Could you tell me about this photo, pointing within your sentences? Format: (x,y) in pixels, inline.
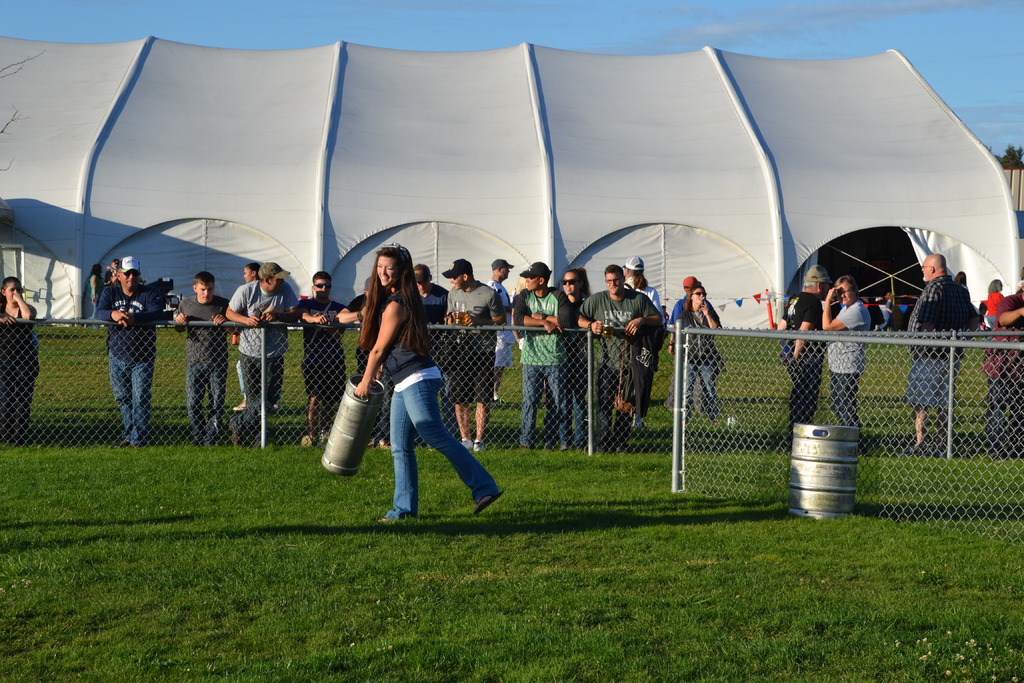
In this picture I can see there is a woman (403,463), she is holding a object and there is a fence (451,336) in the backdrop (708,365) and there is a tent (669,309) and the sky (1013,88) is clear.
